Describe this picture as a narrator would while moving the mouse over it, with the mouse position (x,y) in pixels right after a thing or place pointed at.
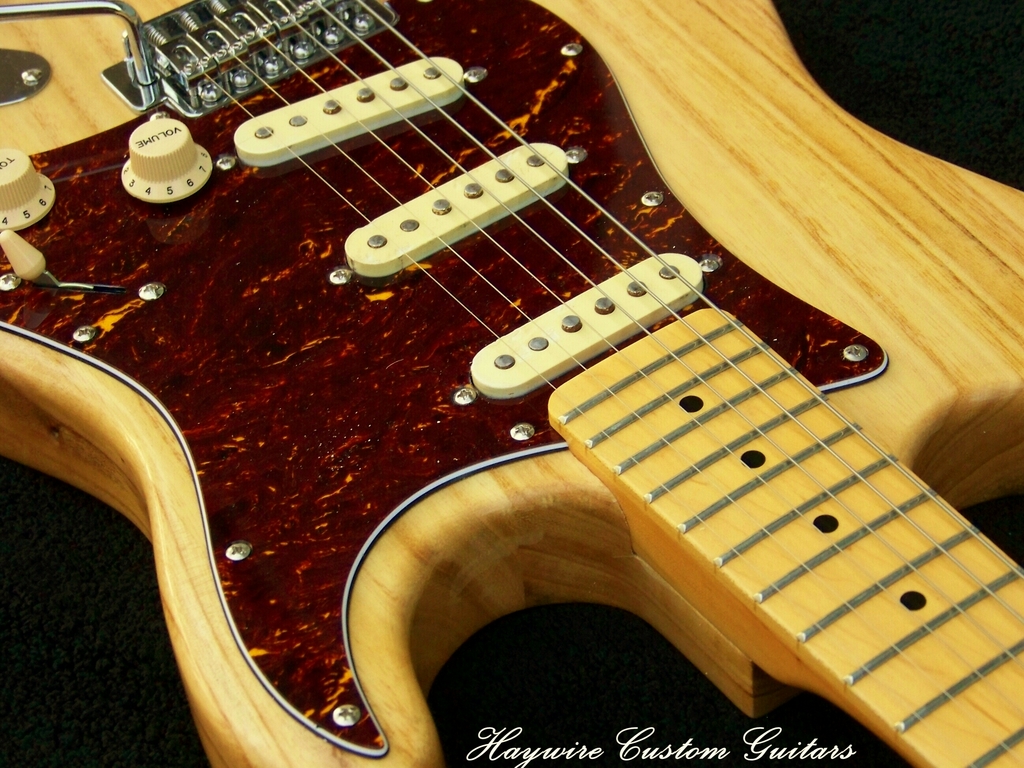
In this picture I can see a guitar (870,283) on an object (985,97), and there is a watermark (512,759) on the image.
